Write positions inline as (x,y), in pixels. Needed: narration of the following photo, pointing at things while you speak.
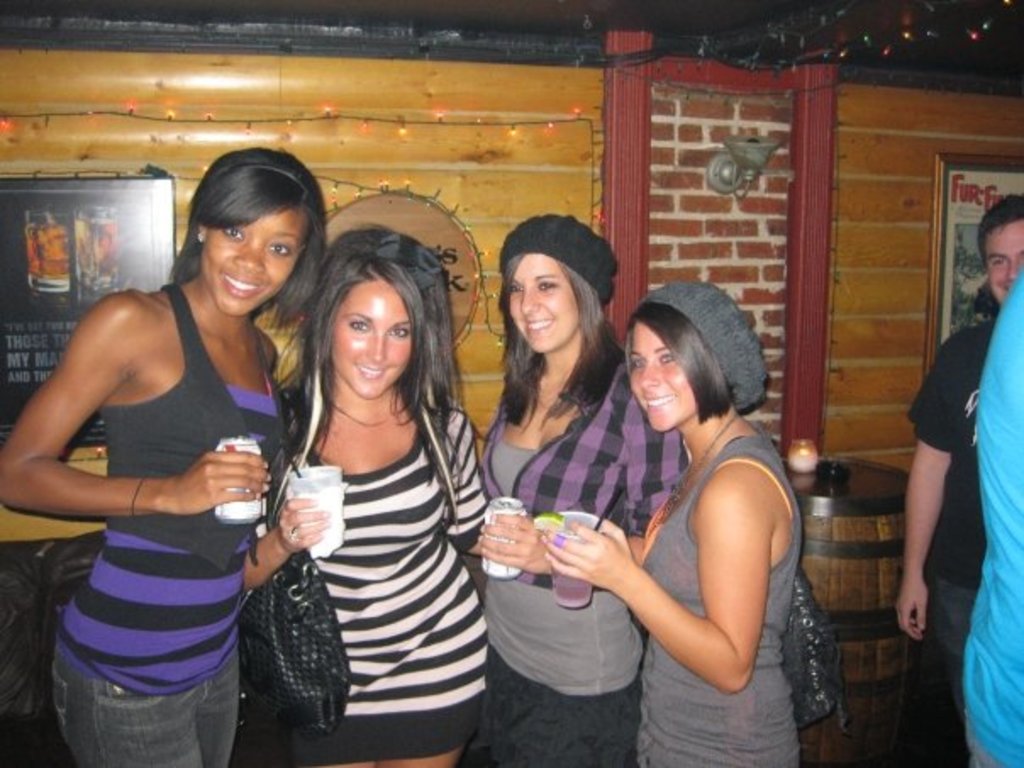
In the center of the image (632,439) we can see four people (519,489) are standing and they are smiling and they are holding glasses (596,530). On the right side of the image (927,433), we can see two persons (972,562) are standing. In the background (532,173) there is a wall (529,185), photo frames (112,205), string lights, one barrel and a few other objects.
